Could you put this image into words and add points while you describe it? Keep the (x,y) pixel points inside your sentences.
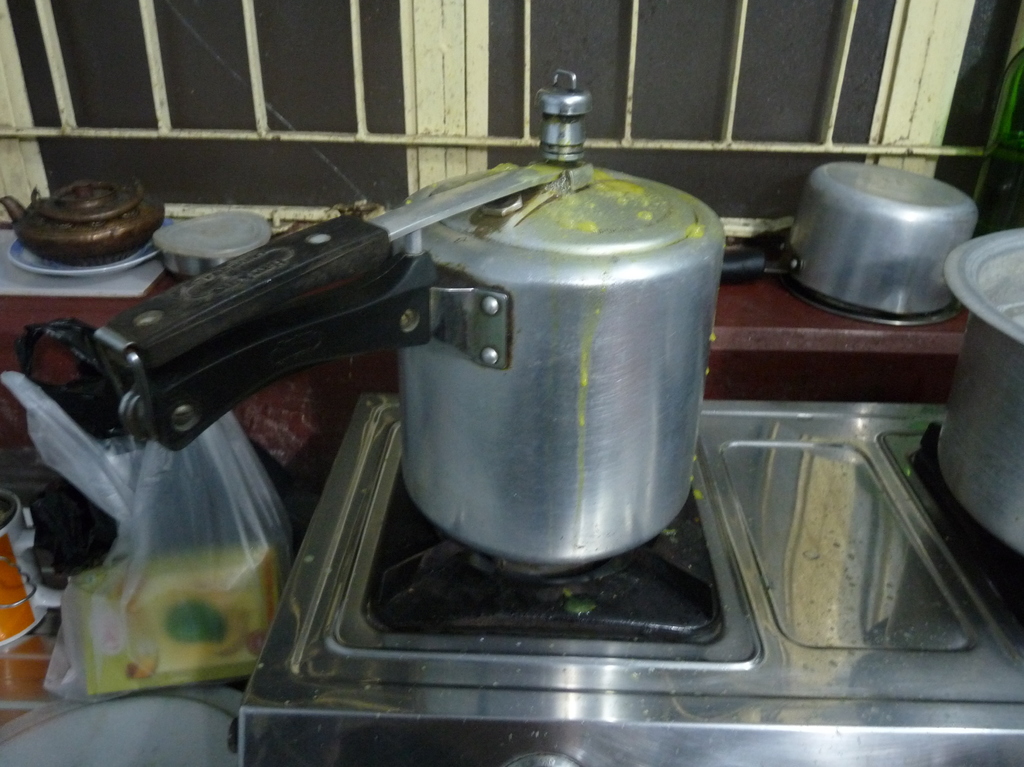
Here we can see a stove (623,569), cooker (424,437), bowls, and a plastic cover (182,646) on a platform (7,681). In the background (423,102) there is a window (727,111).
